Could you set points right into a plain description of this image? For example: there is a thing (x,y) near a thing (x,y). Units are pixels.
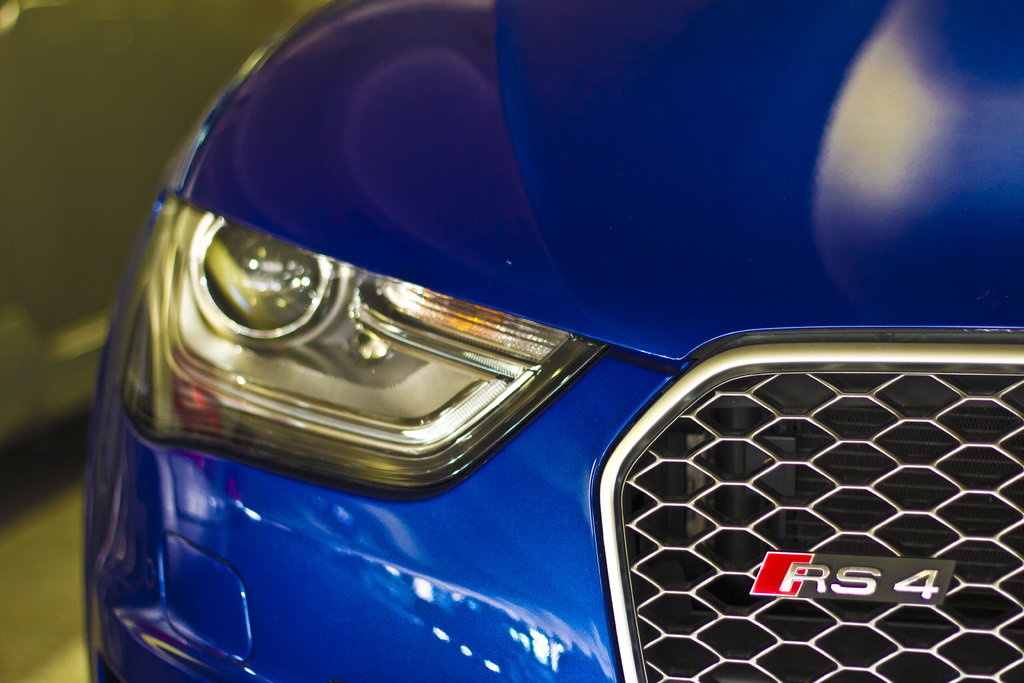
In this image the front part (361,354) of a vehicle (451,279) is captured. To the left (232,384) there is a headlight (303,367). In the bottom right (719,620) there is a grille (783,610). There is text (802,572) on the grille (650,546). To the extreme left it is blurry.
